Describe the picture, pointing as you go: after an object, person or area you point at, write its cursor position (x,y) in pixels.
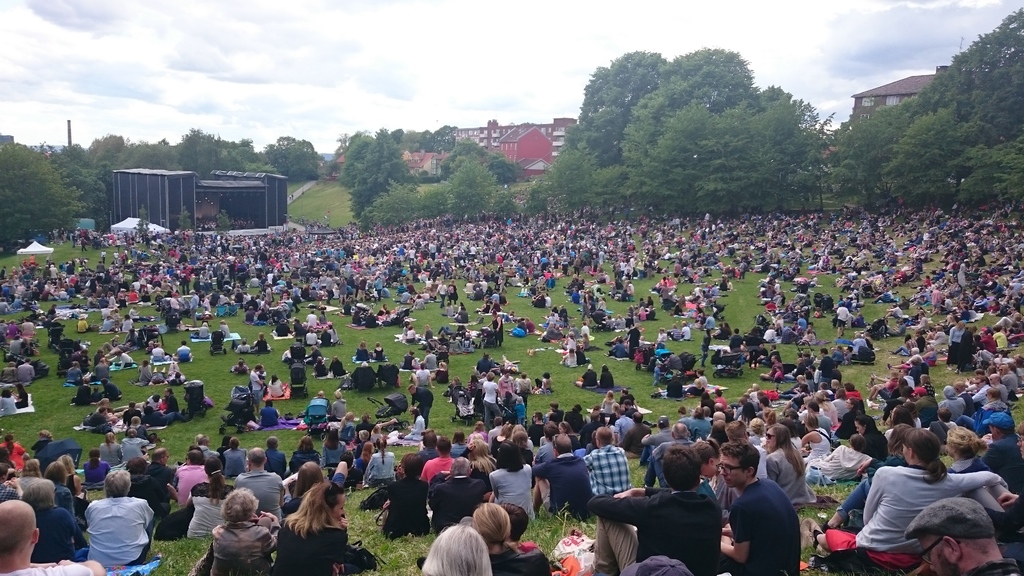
In this image there are so many people (374,467) sitting on the grass ground (340,210) in front of them there is a stage (248,223) and also there are some buildings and trees (888,189).
